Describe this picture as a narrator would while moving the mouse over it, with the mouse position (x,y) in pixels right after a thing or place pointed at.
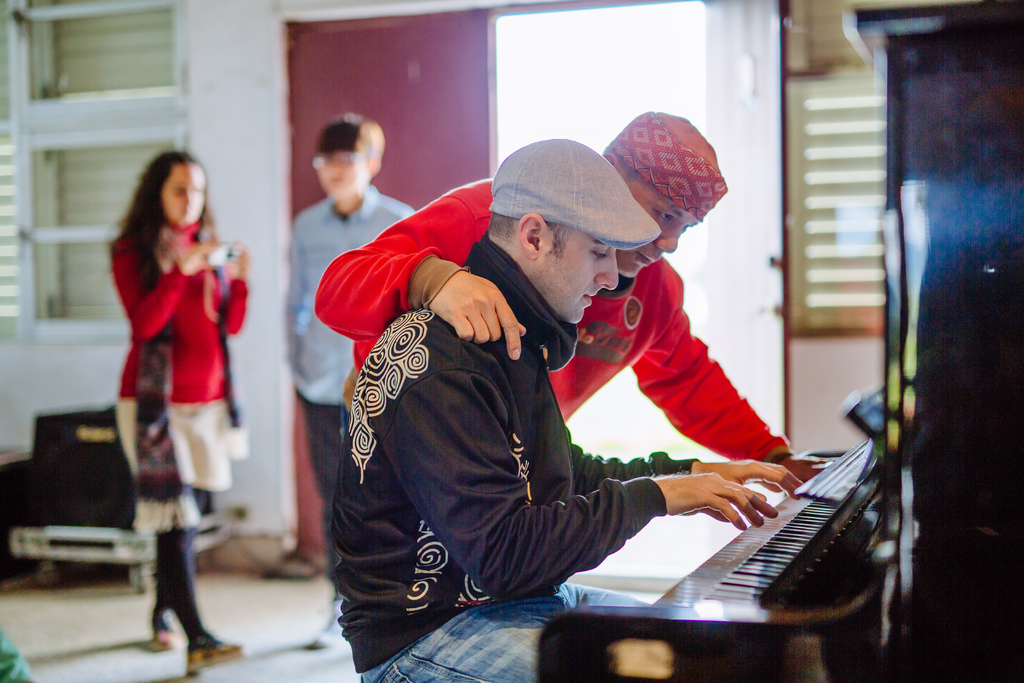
This picture is taken inside the room (213,531), In the right side (861,512) there is a piano (806,543) which is in black color and there is a person (534,481) sitting and playing the piano (736,576) and in the background (195,443) there are some people (195,398) standing and there is a red color door (342,80) and white color wall (231,102).
